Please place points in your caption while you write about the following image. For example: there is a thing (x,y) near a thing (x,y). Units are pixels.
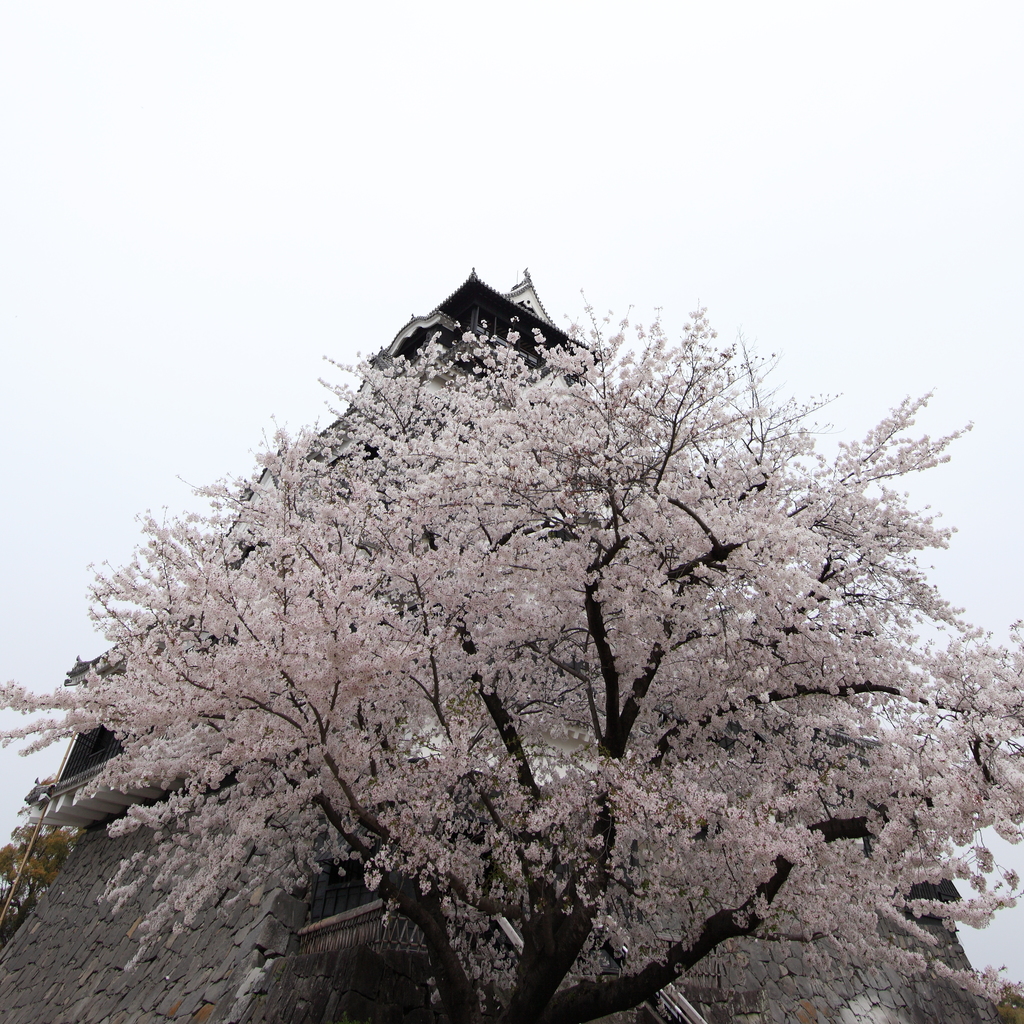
In this picture, in the middle (497,390) there is a colorful tree (222,566) and at the top (534,285) there is a house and background (687,86) is the sky (654,98).
